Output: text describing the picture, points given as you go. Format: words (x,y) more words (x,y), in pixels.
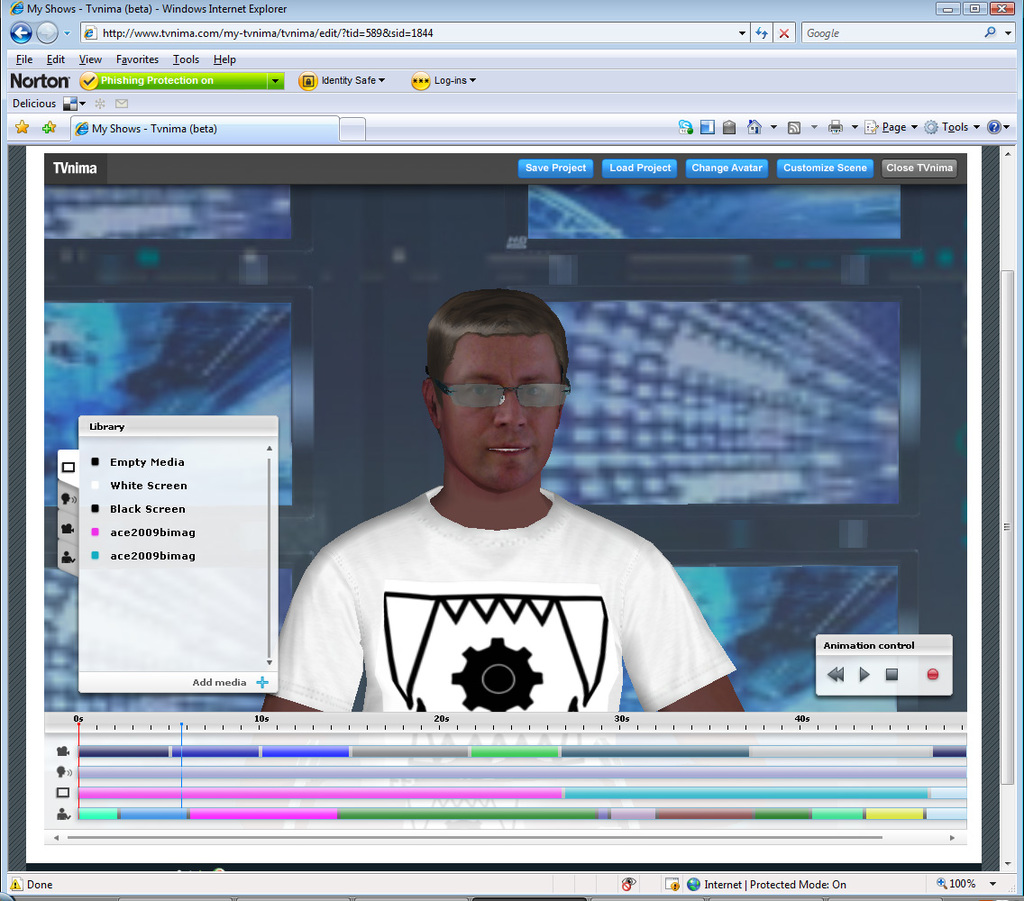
In this image, we can see a web page (725,446) contains depiction of a person (651,583). There is a search bar (369,25) at the top of the image (682,42).
